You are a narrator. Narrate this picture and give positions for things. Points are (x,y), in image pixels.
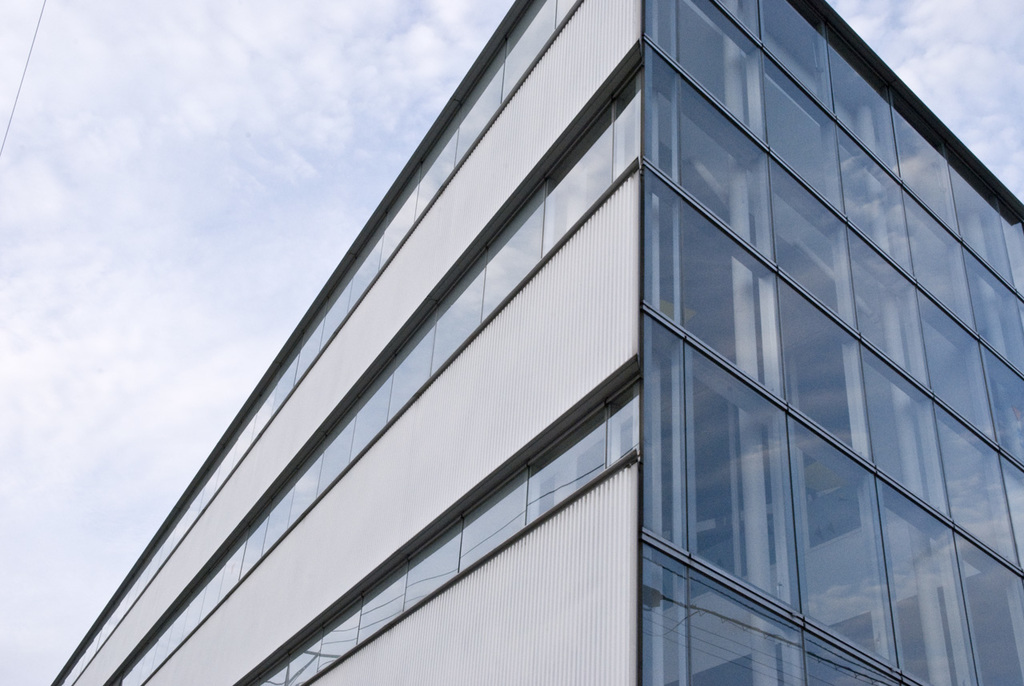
At the bottom of the image (410,614) we can see a building (143,673). Behind the building (660,132) there are some clouds (66,73) in the sky (64,82).
